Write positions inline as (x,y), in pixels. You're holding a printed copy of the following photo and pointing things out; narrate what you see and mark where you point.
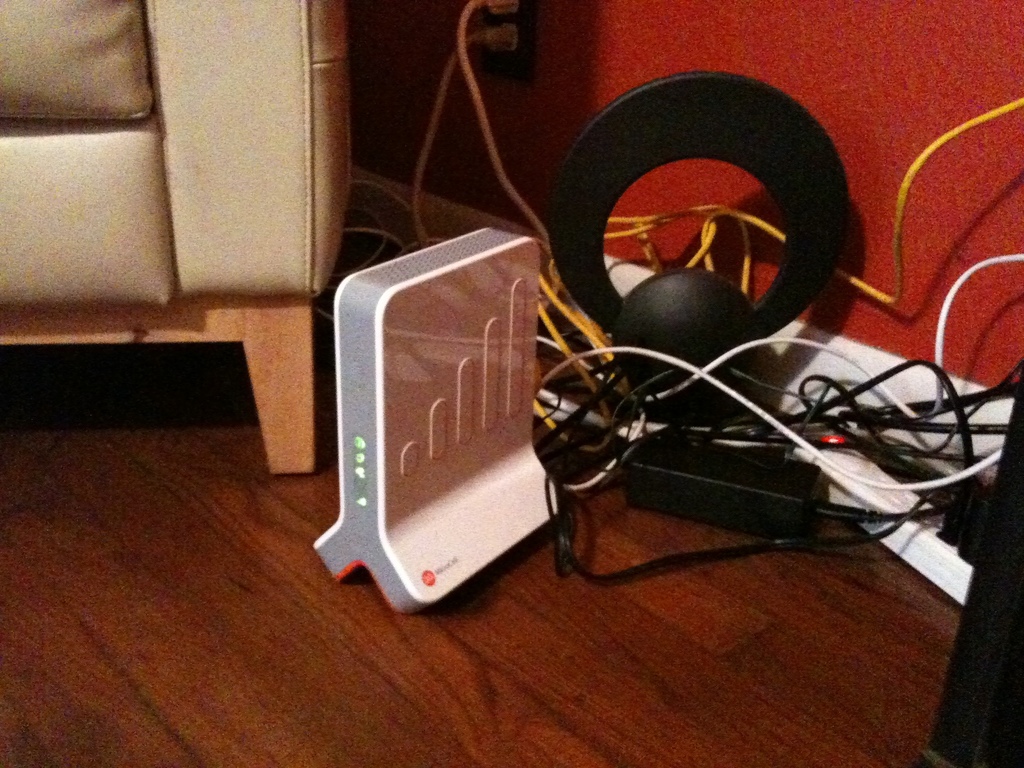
In this image there is a sofa (183,170) truncated towards the left of the image (180,212), there is a device (415,347) on the floor (223,609), there are wires (936,407) truncated, there is a red color wall (841,73), towards the right of the image (988,629) there is object (989,624) truncated, there is a socket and plug (955,524).
